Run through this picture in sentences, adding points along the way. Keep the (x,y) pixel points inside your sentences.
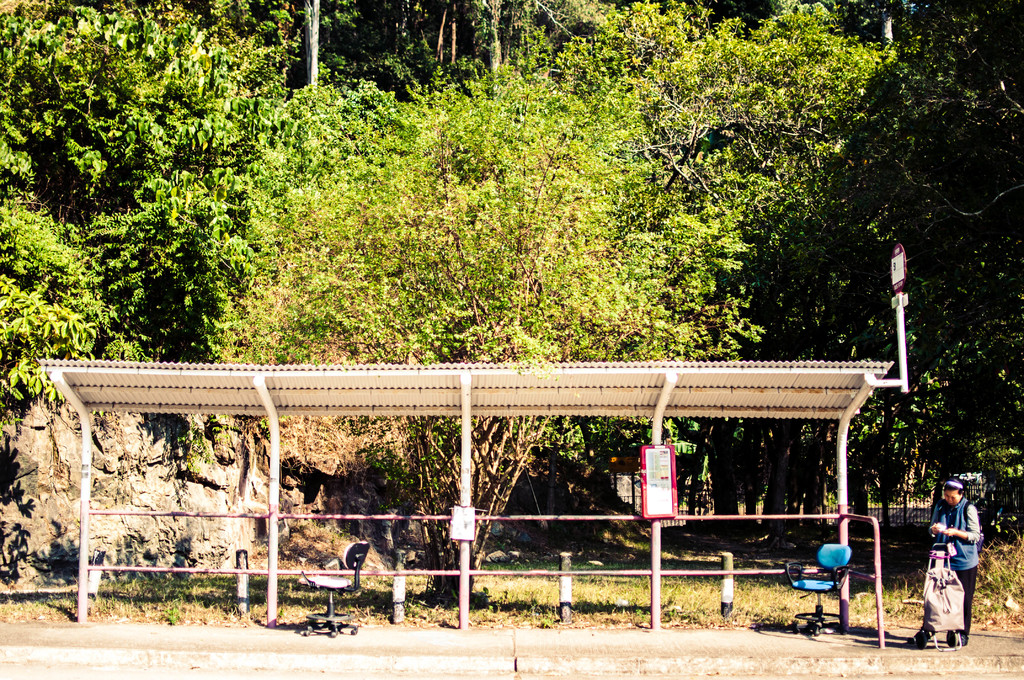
On the right side of the image (972,588) we can see a person (973,574), in front of person (971,574) we can find a bag (935,600), in the middle of the image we can find few chairs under the shelter (393,379), in the background (468,263) we can see fence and few trees (468,199).
